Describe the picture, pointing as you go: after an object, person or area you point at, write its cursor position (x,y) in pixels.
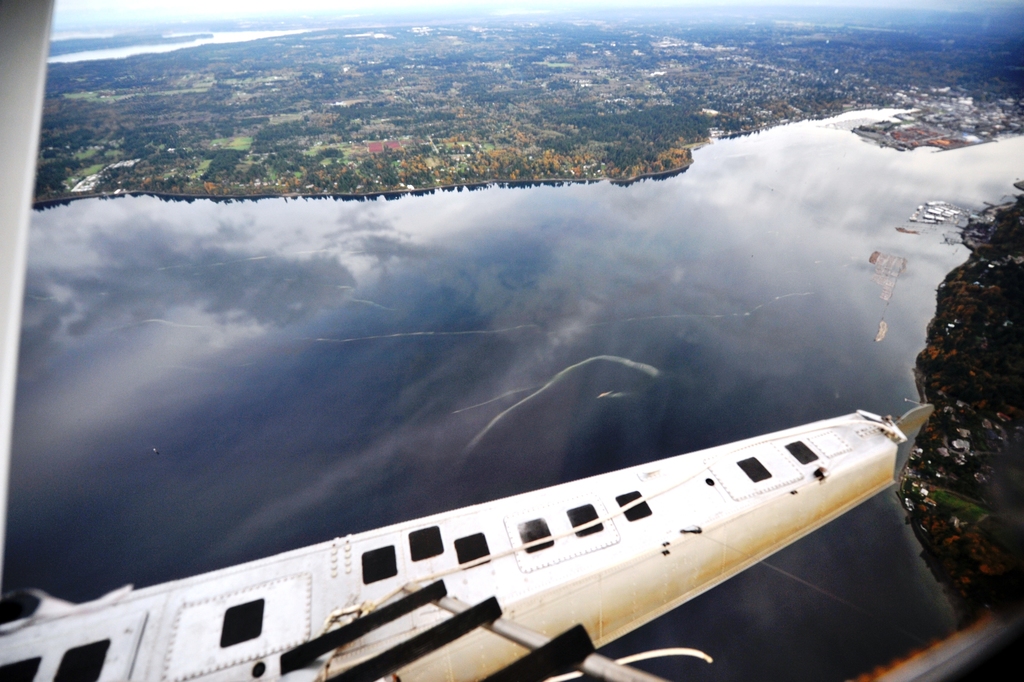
In this image I can see aeroplane (394,569) flying in the air, under that there is water (403,511), trees (1019,205) and buildings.
